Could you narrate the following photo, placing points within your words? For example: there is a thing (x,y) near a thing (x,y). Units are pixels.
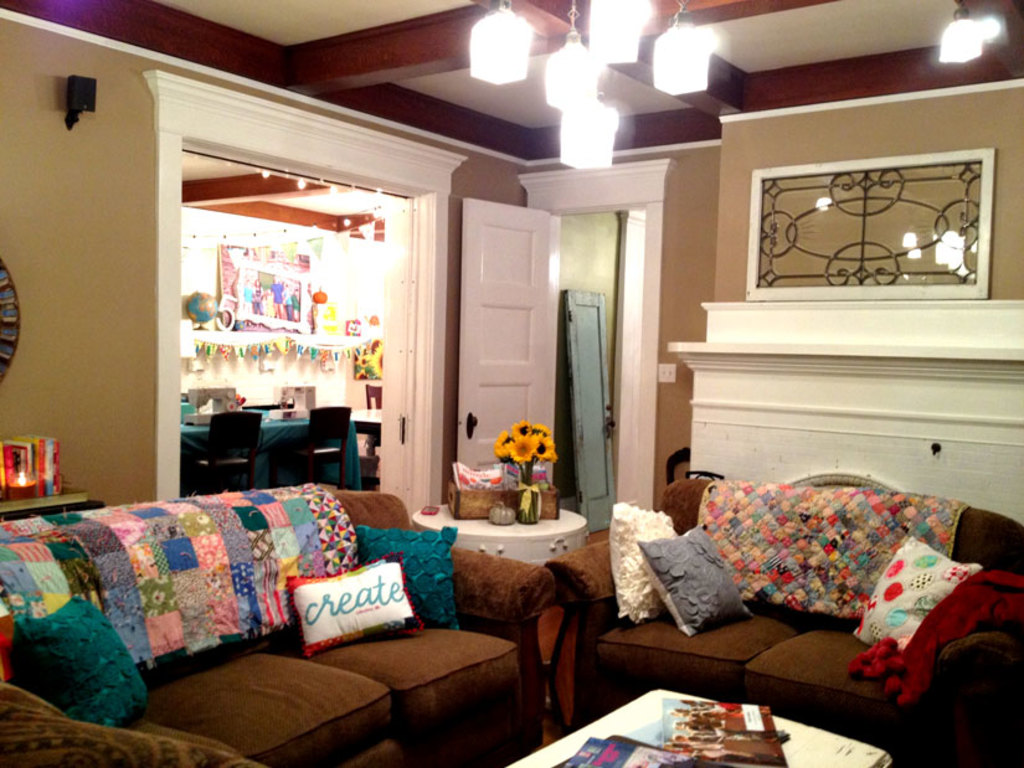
in a room (13,105) there are sofa (169,689) and cushions (434,626). on a cushion (372,617) create is written. behind that there is a table (523,540) on which there is a flower pot (520,455). at the right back there a wall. 2 doors (532,356) are present. at the left (224,382) there is another room (248,397) in which there is a dining table (207,436) and chairs (228,462). on the top (579,115) there are lights (587,82).
